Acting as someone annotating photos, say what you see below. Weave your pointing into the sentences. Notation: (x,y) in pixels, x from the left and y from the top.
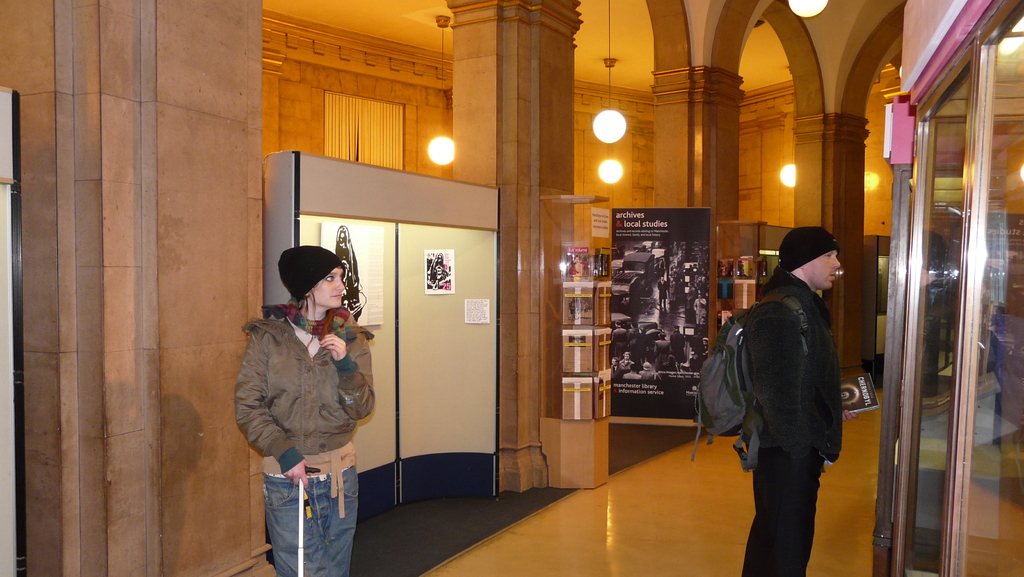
In this picture I can see two persons (345,462) standing, a person (786,326) holding a book (868,404), there are boards (483,287), papers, lights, there are some objects (573,365) in the glass boxes (602,218).
